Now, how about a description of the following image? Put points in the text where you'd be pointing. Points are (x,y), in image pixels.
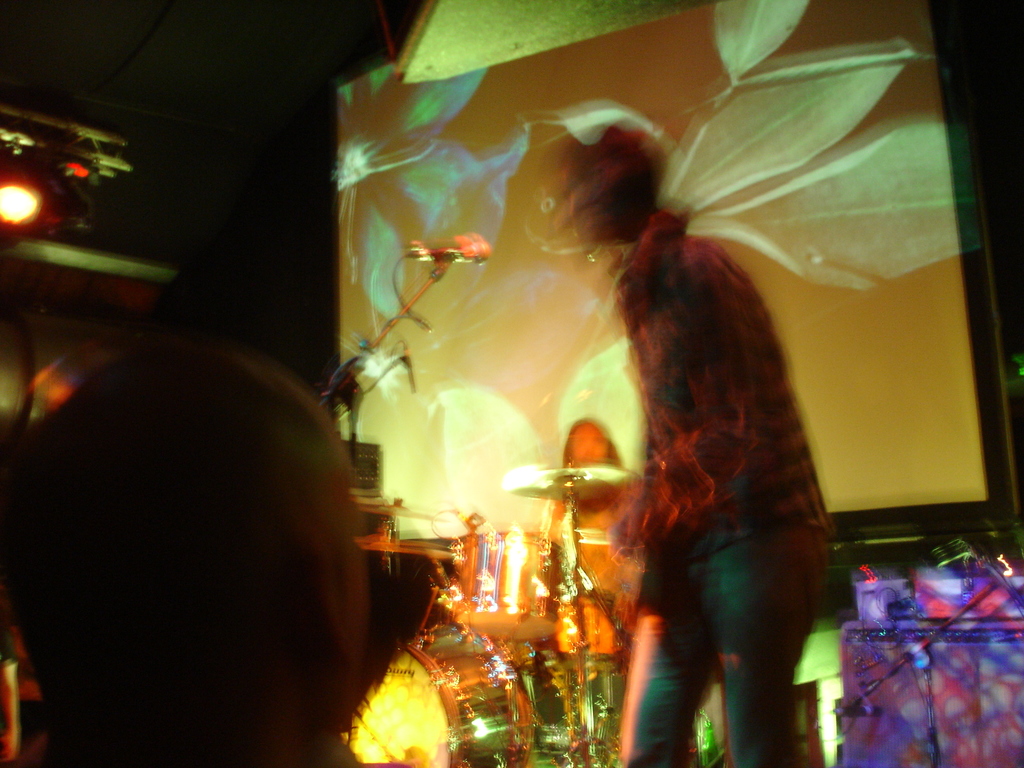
In this image I can see few people (758,720). To the side I can see the musical instruments (523,684) and mic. In the background (435,167) I can see the screen (404,176) and lights (20,191).
